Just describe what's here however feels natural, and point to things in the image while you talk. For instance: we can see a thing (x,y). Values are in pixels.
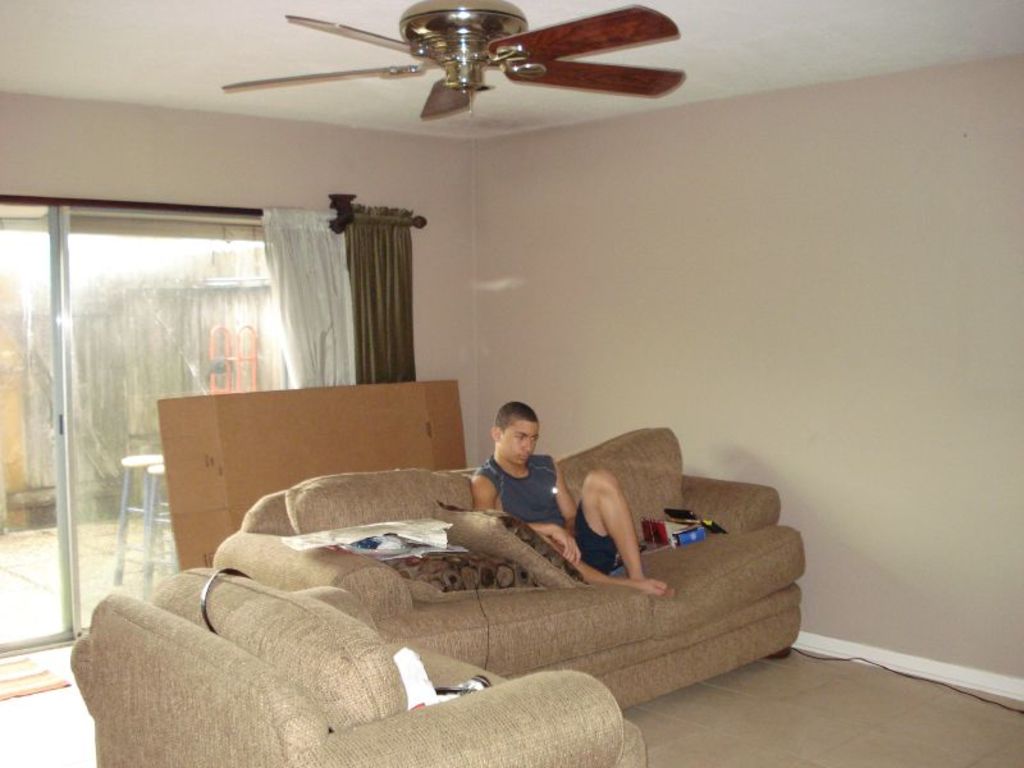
In this image i can see the sofa (398,596) and one person (592,580) sitting on it and few objects (666,523), behind that i can see one object (325,448), near that there is a glass door (188,312) with the curtain (338,266) and the chair (127,469), at the top (461,78) there is a fan (469,66).
